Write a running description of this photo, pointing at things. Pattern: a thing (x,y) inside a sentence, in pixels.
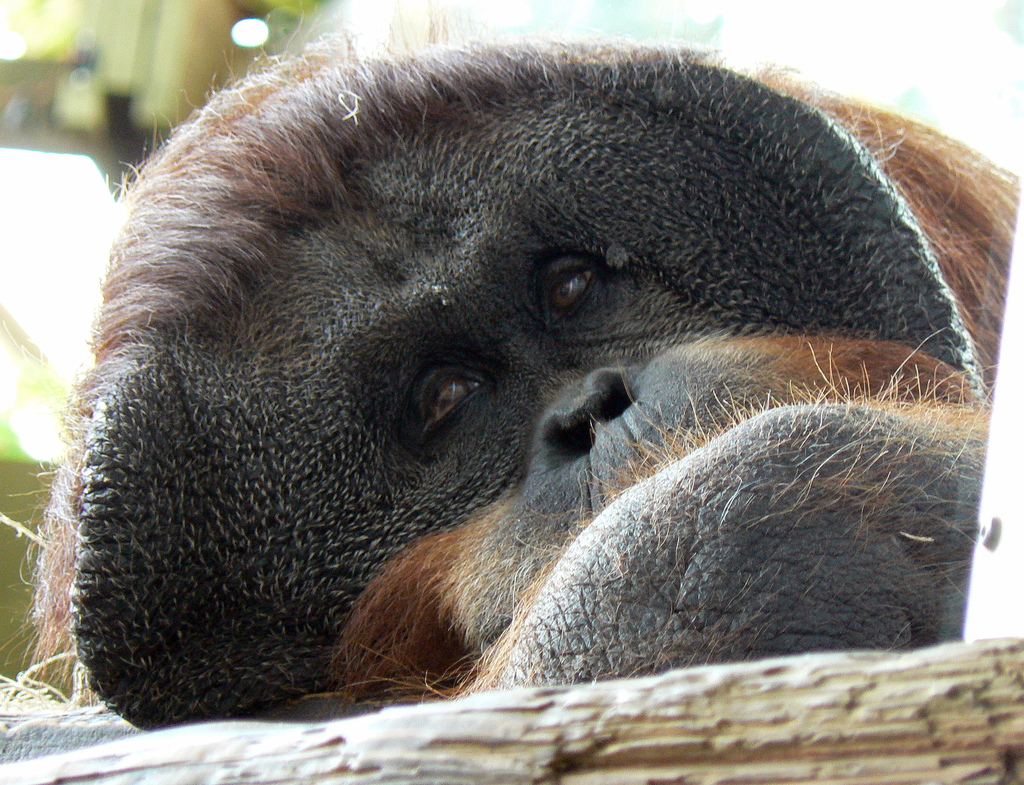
In this image there is one orangutan (437,474) is lying on the surface (819,718) as we can see in middle of this image (621,447).
